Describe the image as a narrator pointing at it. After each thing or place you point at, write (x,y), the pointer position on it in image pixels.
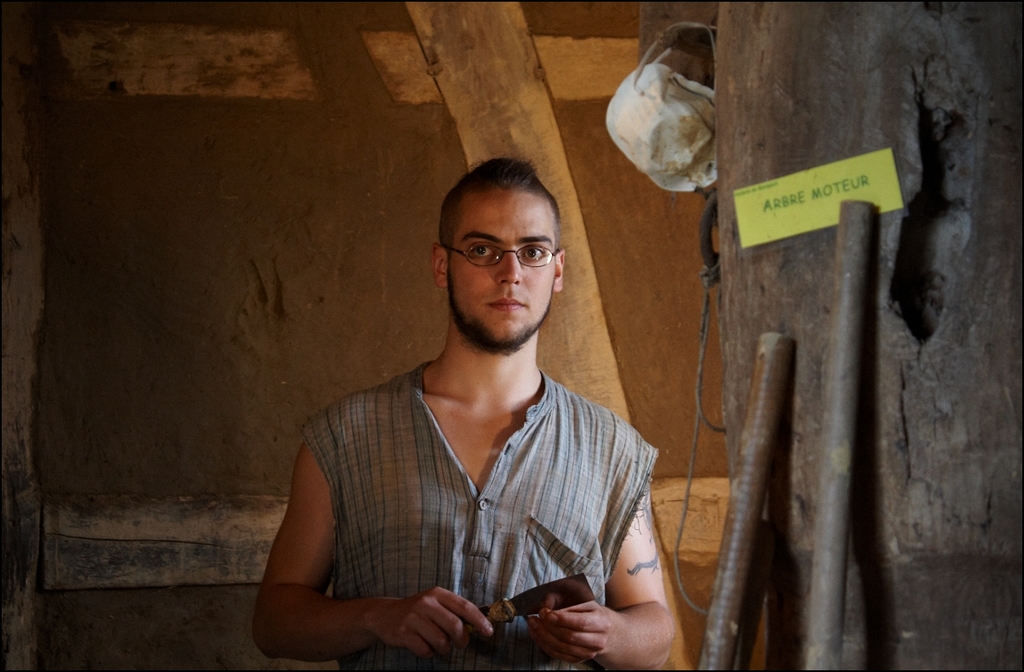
In this image we can see there is a man (343,409) standing holding knife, behind him there is a tree trunk (990,316) where two rods (817,636) are kept. Also at his back there is a wooden wall (690,637).
